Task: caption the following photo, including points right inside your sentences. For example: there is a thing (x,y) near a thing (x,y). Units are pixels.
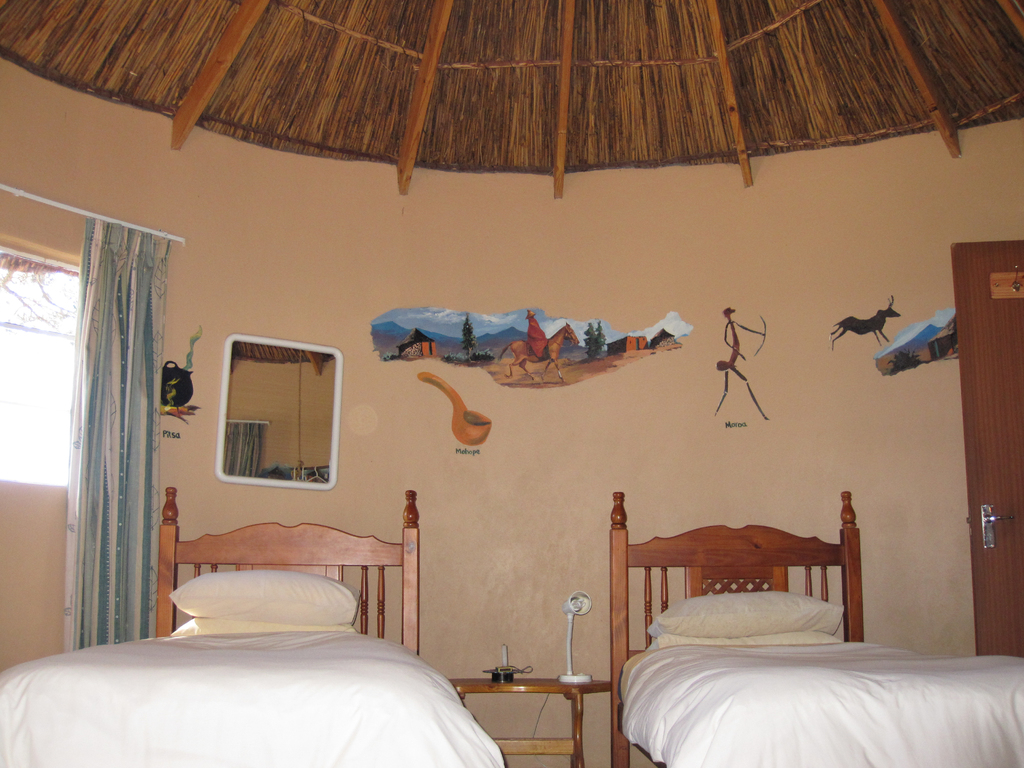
In this image I can see two beds (268,710) which are white in color, few pillows (714,630) on beds (763,735), two cots (307,552) which are brown in color, a table (560,683) with a light (572,677) and few objects (511,672) on it. I can see the wall (516,577), to the wall (384,444) I can see a mirror (294,430) and few poster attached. I can see the ceiling (633,62), the window (34,449), the curtain (76,463) and the door (1018,471).
